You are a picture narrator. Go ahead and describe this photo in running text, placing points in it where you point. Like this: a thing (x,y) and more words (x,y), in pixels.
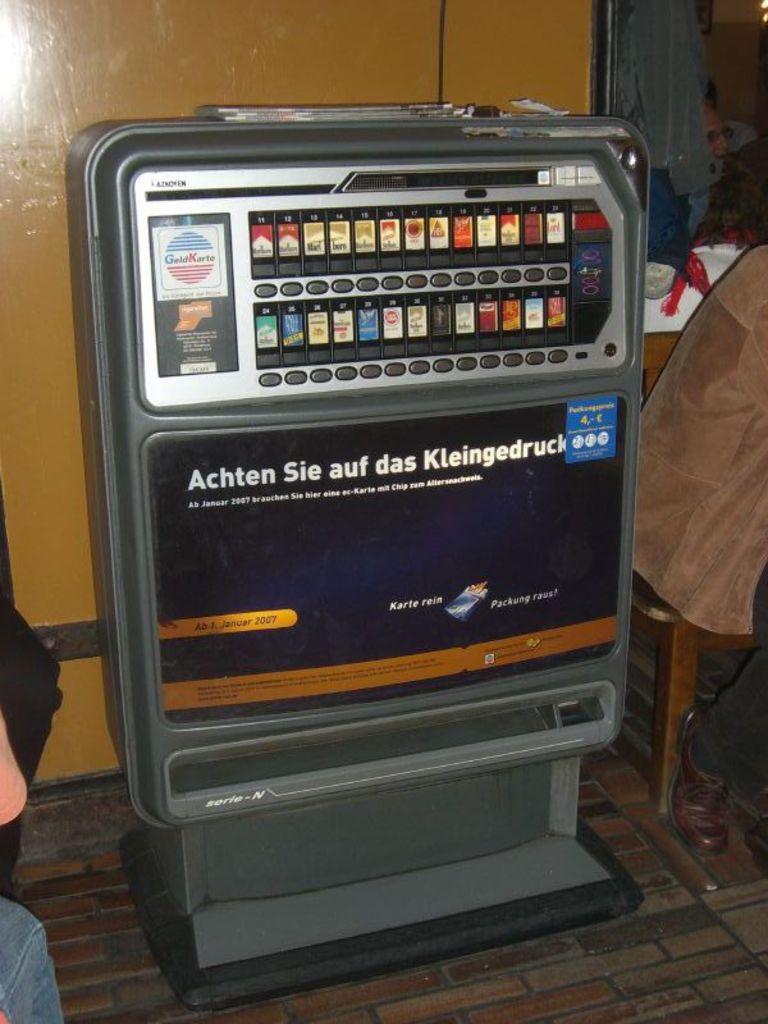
In this image I see an equipment (289,331) over here on which there are few words (391,468) written and I see the floor (652,903). In the background (67,513) I see the wall (466,48) and I see 2 persons (704,223) over here.
